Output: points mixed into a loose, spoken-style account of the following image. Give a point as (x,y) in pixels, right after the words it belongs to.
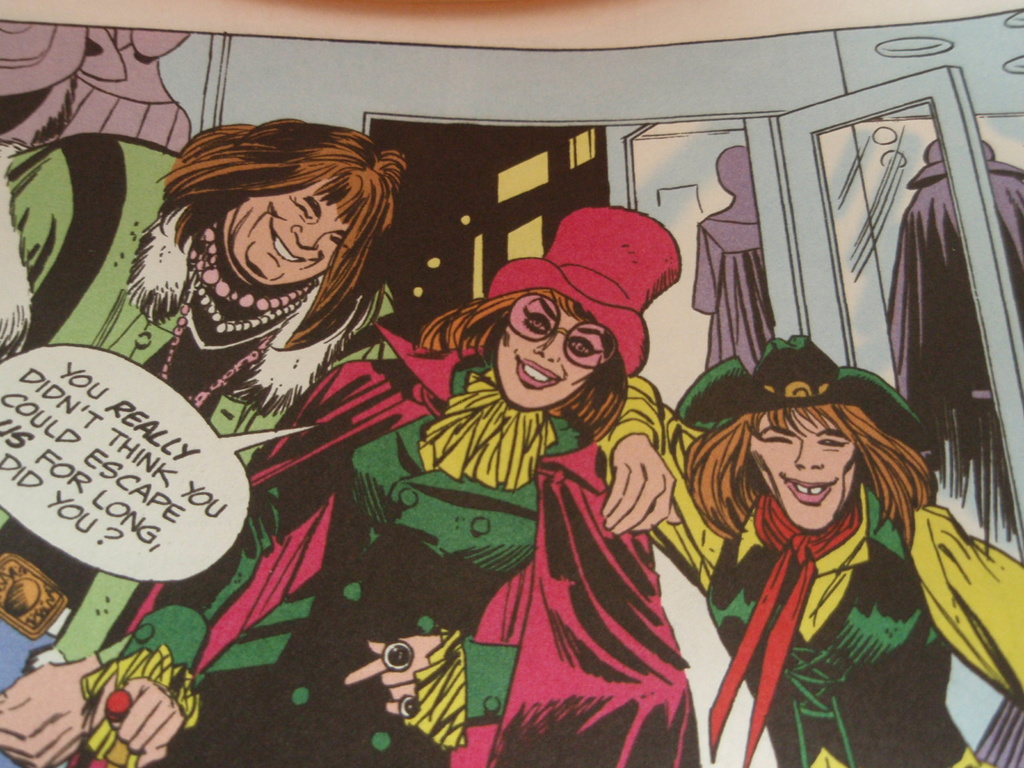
In the picture there are different animated images (356,365) and there is some note (150,454) written on the left side (152,459).
